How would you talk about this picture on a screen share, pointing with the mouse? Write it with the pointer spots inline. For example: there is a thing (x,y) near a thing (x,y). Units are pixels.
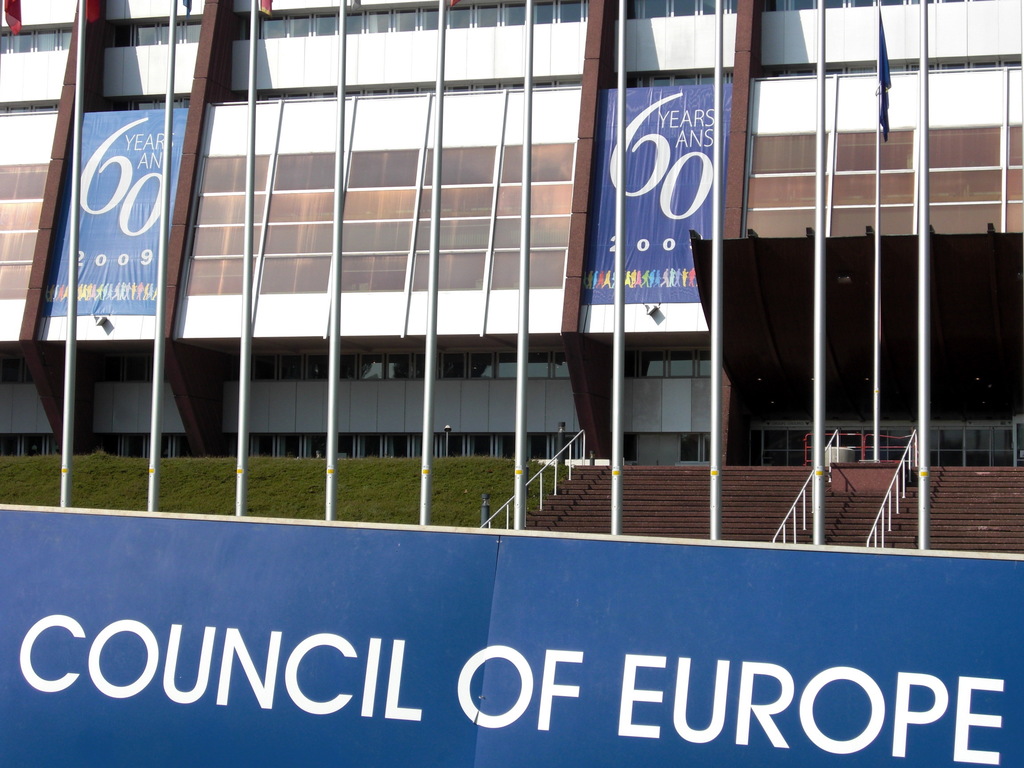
In this image there is a building (845,40), there is grass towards the left of the image (100,473), there is a pole (822,176), there is a flag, there are stairs (874,495) towards the right of the image (708,498), there are boards (383,565), there is text (673,190) on the boards (652,176), there are metal rods (166,256).
